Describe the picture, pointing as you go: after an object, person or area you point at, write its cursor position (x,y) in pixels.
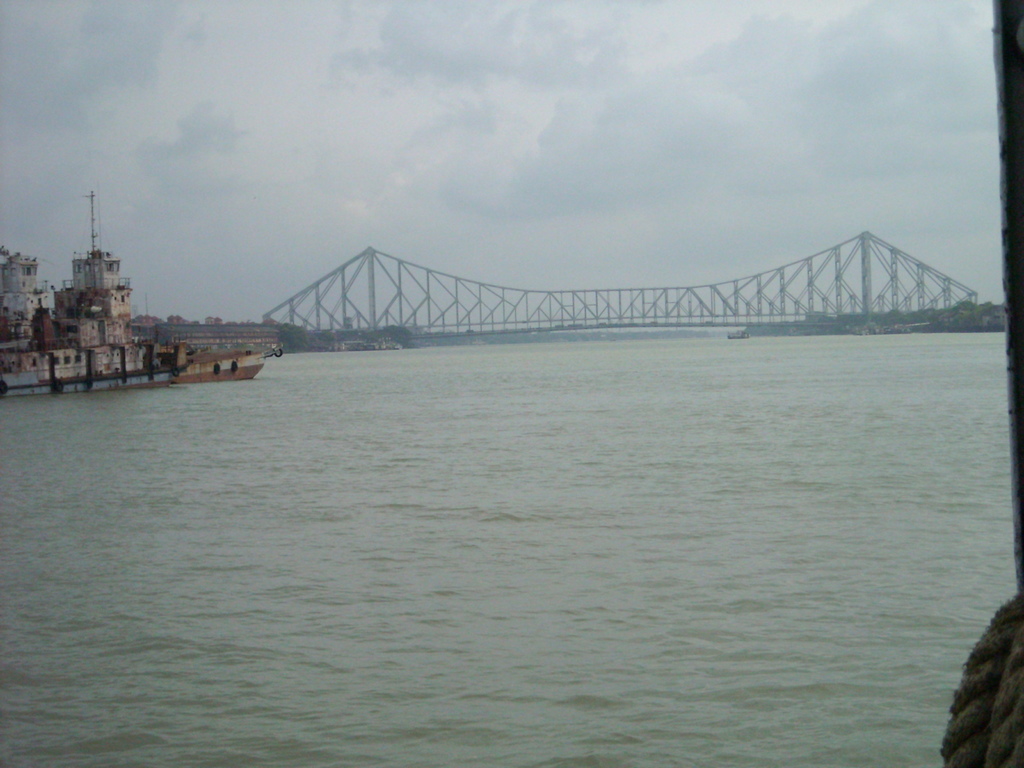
In the image we can see the sea (391,558) and a bridge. Here we can see the ship (99,343) in the water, rope (980,670) and a cloudy sky (572,182). We can see there are even buildings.
